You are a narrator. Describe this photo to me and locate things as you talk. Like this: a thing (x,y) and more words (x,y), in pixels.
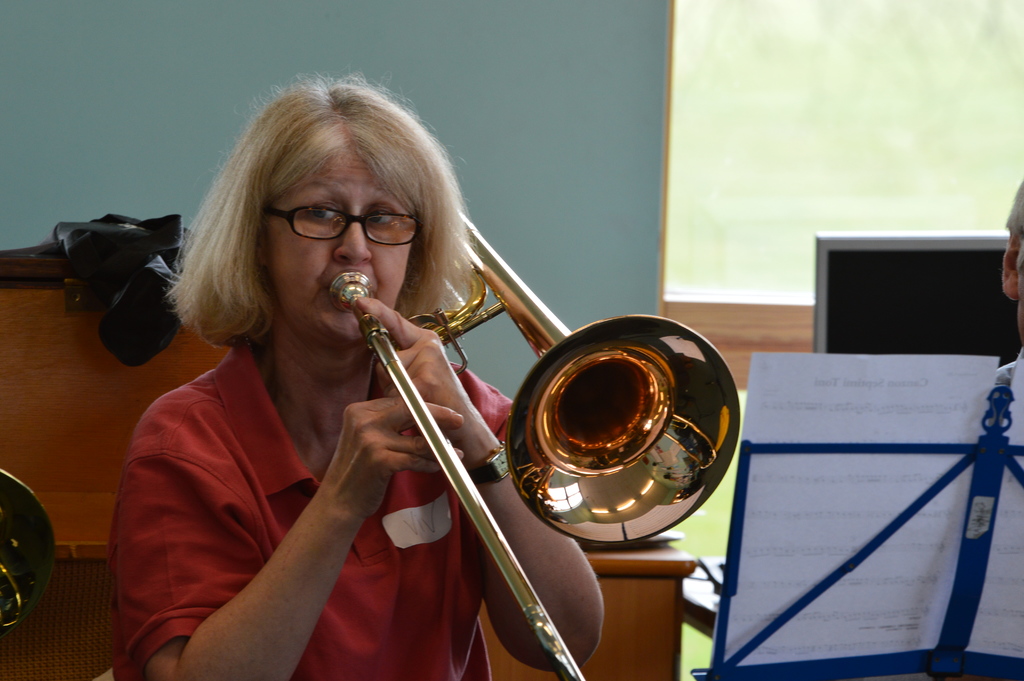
This image consists of a woman (345,550) wearing a red T-shirt (402,549) is blowing a trombone (608,516). On the right (898,571), we can see a stand (961,653) along with papers (909,493) and a monitor (844,272). In the background (71,106), there is a wall (17,165) and a window (756,198).
